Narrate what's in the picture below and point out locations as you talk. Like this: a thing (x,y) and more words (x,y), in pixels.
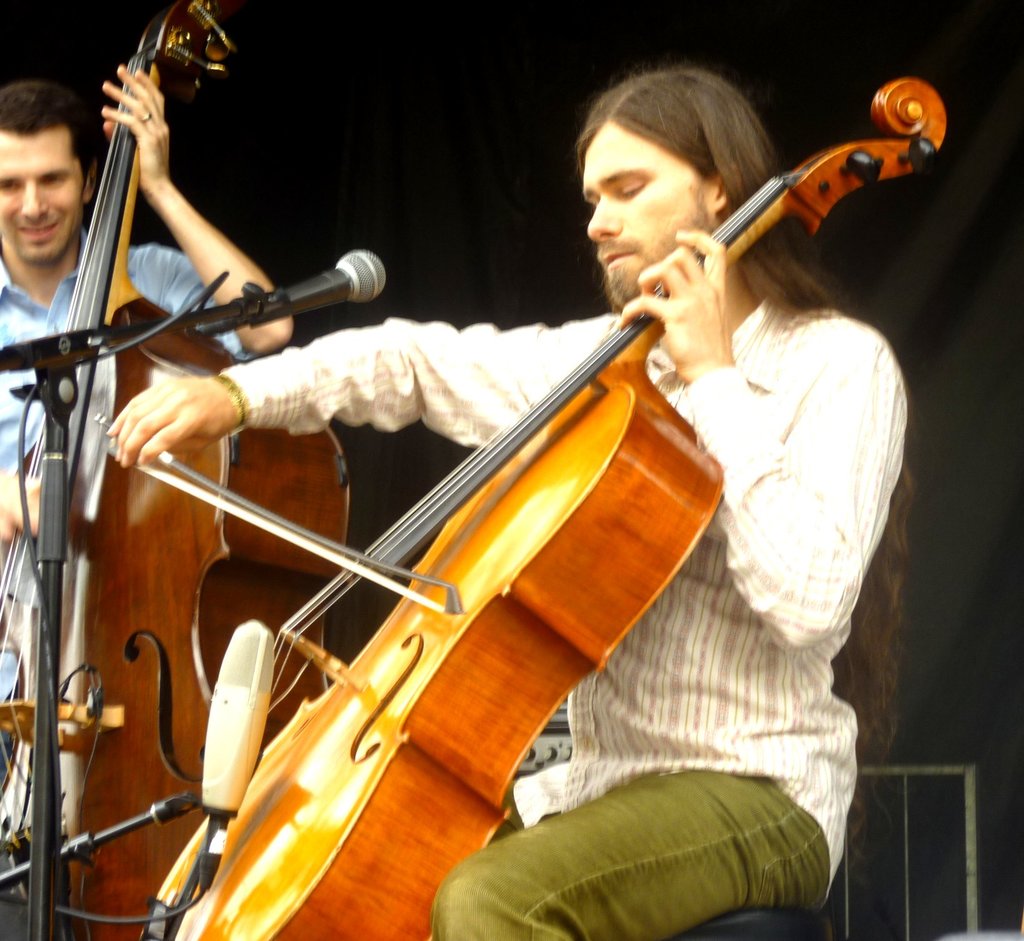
In the image we can see two men (684,595), one is sitting and the other one is standing. They are wearing clothes (316,413) and they are holding musical instruments (509,571) in their hands (16,540). Here we can see the microphone (309,298) on the stand (65,397) and the background (436,266) is dark.
